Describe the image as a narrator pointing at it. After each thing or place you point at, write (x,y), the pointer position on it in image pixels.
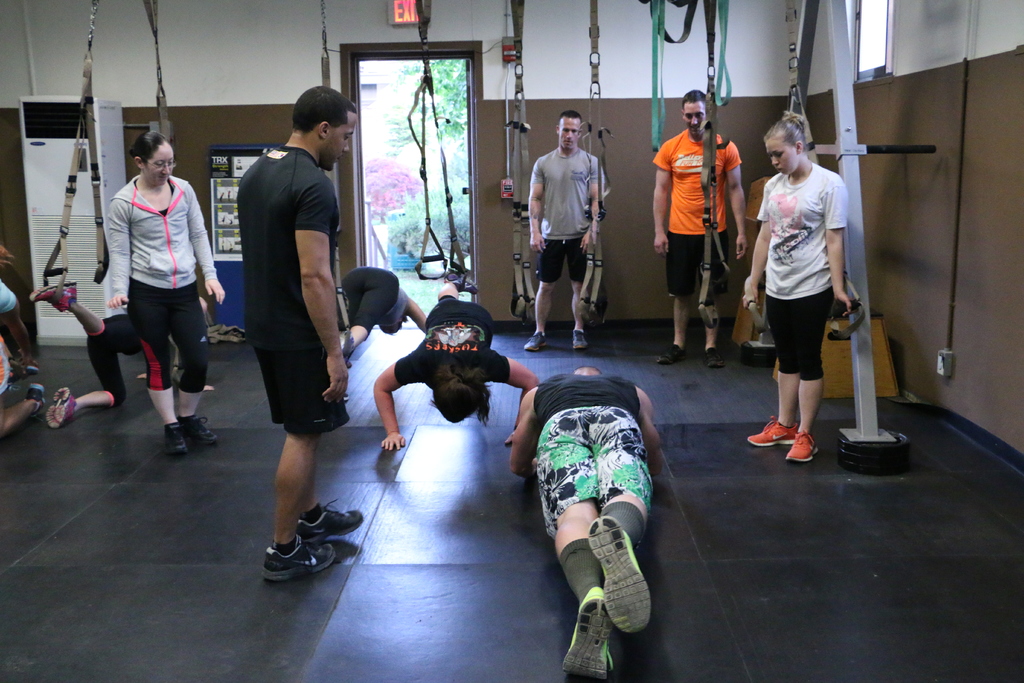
In the picture I can see people (290,383) among them some are standing and some are doing exercises on the floor (391,452). I can also see some objects (519,189) hanging to the ceiling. In the background (198,61) I can see a wall (189,90), door (443,119), trees (386,193) and other objects (879,333).
